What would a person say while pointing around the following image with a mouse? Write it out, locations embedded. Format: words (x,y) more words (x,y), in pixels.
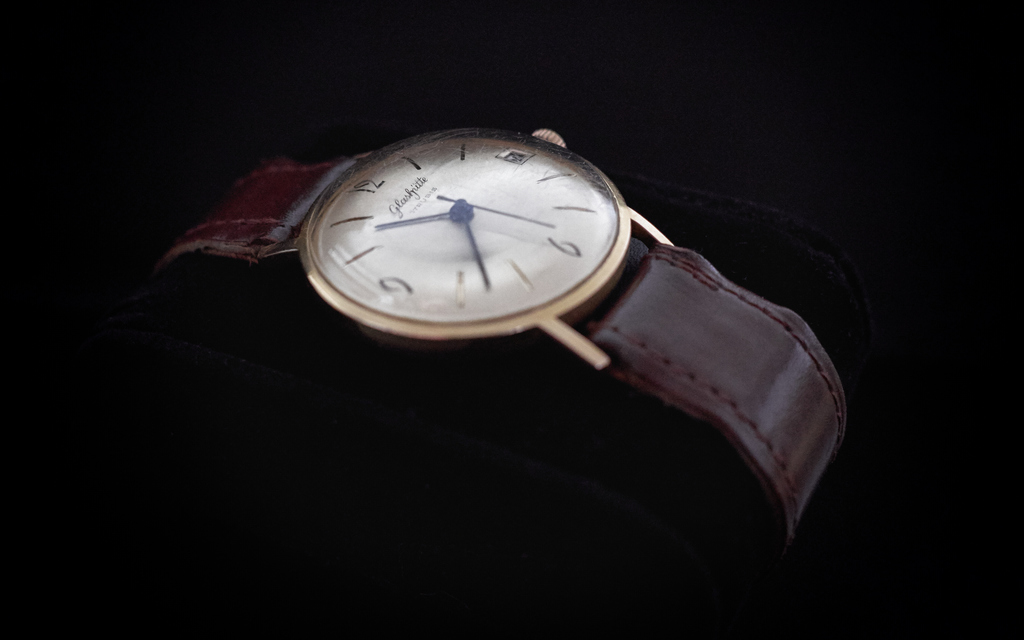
In this image I can see the watch (426,234) and the background (724,143) is in black color.
